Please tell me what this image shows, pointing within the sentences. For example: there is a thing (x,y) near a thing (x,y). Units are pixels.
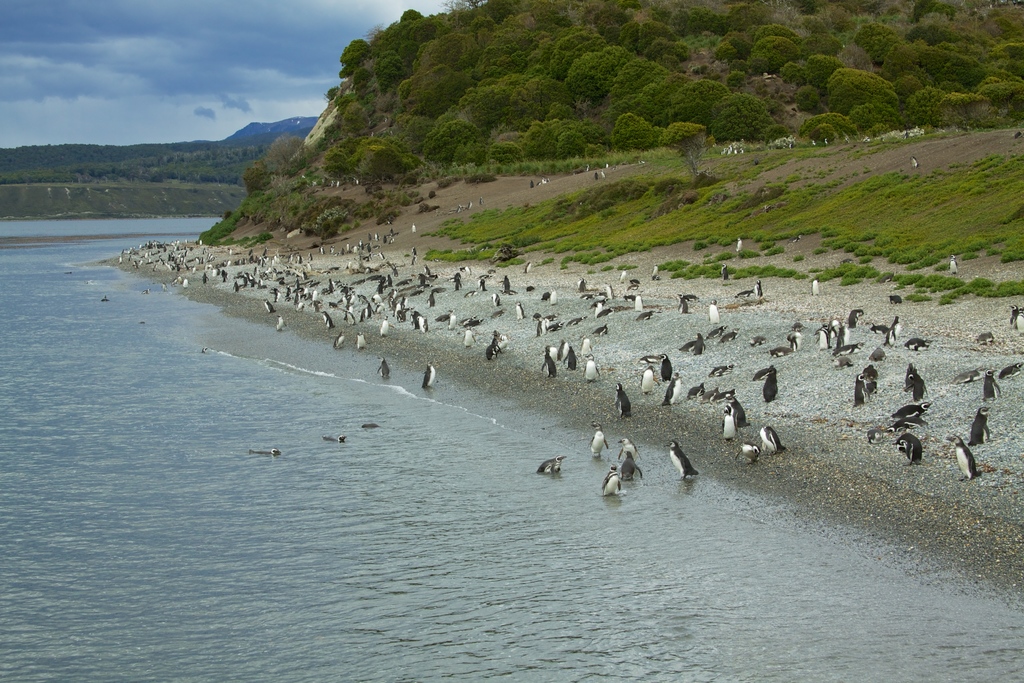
In this image on left (336,542) there is water body (233,479). In the right (758,374) there are many penguins (588,344). In the background (599,137) there are trees (466,110). The sky (95,42) is cloudy.
